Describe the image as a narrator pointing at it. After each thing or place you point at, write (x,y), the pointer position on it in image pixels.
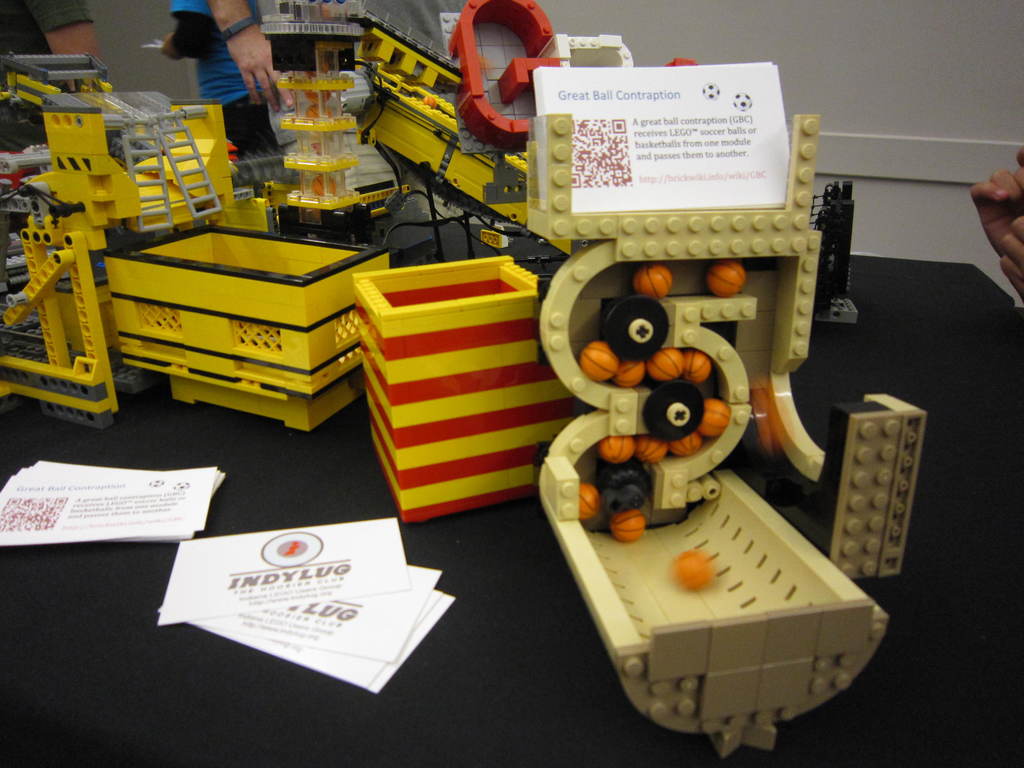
In this image I can see number of toys (736,221), number of white colour cards (751,110) and on it I can see something is written. In the background (52,17) and on the right side of this image (992,186) I can see few people (251,43).
